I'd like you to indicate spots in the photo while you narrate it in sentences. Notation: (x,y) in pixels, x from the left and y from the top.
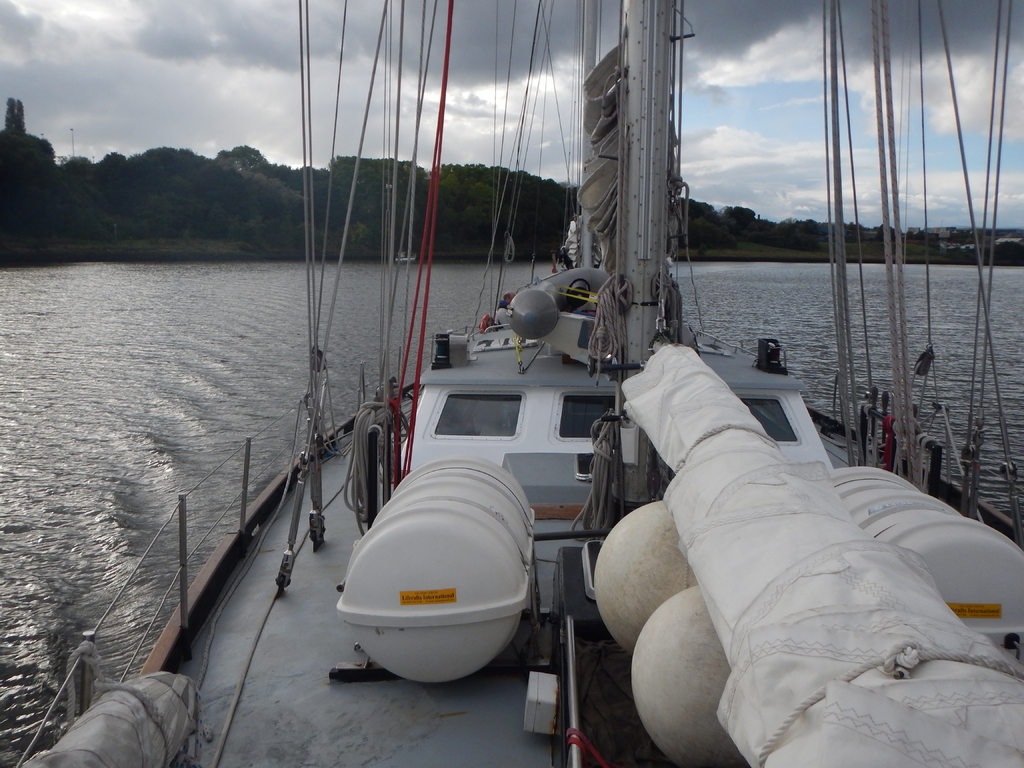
In this image we can see a boat (355,422) containing wires (428,276), pole (643,272), cloth (709,398) tied with a rope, windows (588,426) and a container (427,613) on the water (149,419). On the backside (294,187) we can see a group of trees (285,198) and the sky (463,111) which looks cloudy.
